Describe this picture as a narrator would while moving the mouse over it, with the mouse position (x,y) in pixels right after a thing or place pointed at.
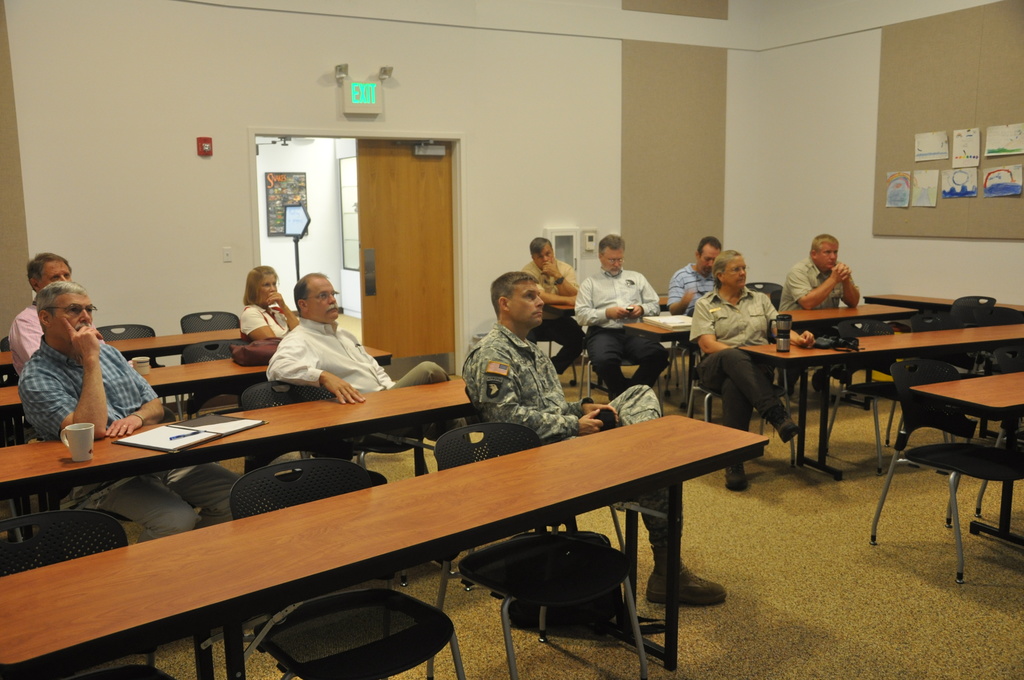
In this picture we can see persons (551,339) sitting on chair (268,386) and in front of them there is table (64,447) and on table (119,447) we can see cup (74,437), file (180,428), pen (199,431), flask (777,326), book (676,322) and in background (499,122) we can see wall (316,101), sign board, door (375,206), frame (278,184), notices (932,151).
